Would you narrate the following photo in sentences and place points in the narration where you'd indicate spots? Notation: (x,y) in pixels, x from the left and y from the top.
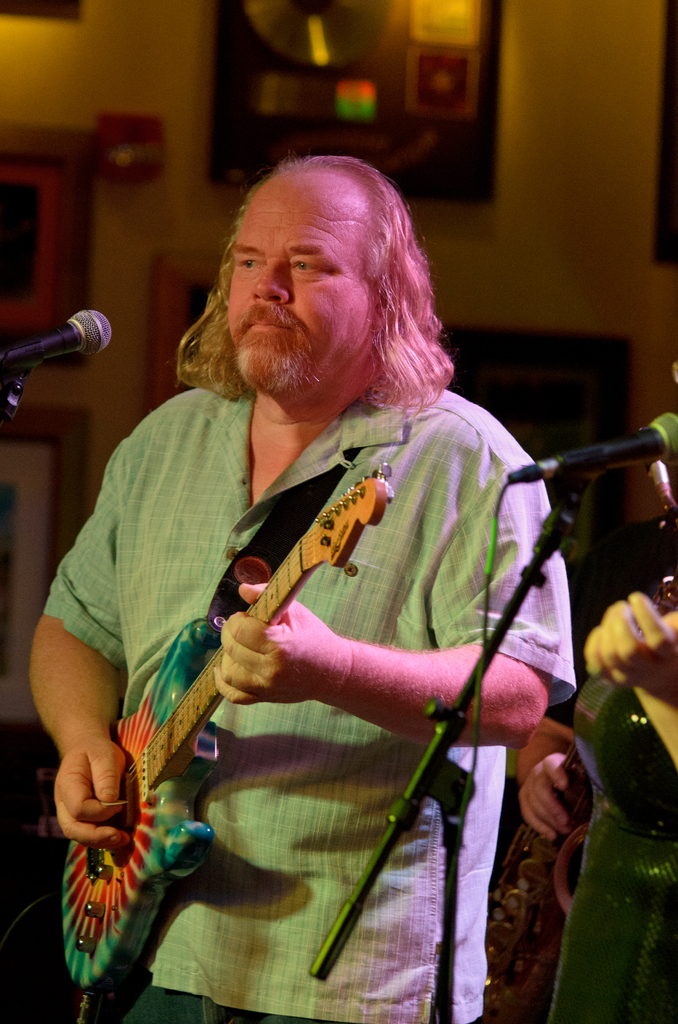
In this image there are three people (279,787), In the middle (322,542) a man (354,750) holding a guitar (138,806) and staring something he wear a check shirt (395,542) and trouser (170,1014), in front of him there is a mic (97,345). In the background (576,176) there is a wall (561,163) and photo frame (374,39).
